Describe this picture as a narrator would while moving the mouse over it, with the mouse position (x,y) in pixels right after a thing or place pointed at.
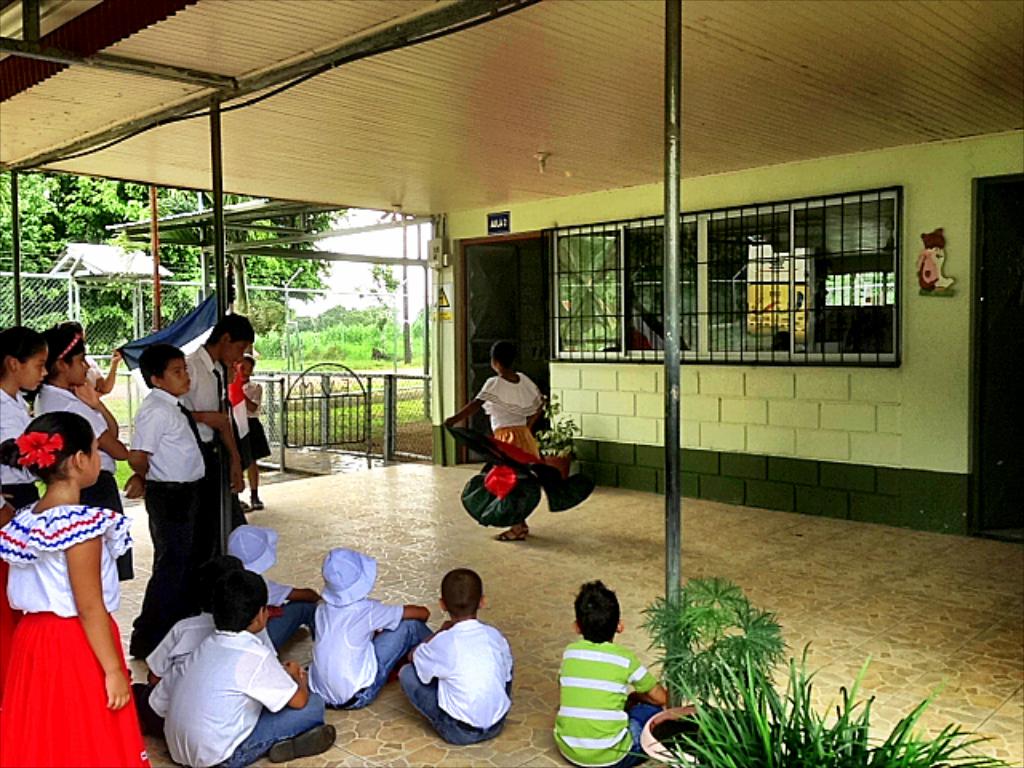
In this picture we can see a kid (508,373) dancing. This is a shed (487,65) at the top (416,75) with poles (14,232). We can see children (422,709) standing and sitting. On the right side of the picture (715,726) we can see plants (683,642). On the left side of the picture (149,249) we can see trees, grass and mesh (255,294).
